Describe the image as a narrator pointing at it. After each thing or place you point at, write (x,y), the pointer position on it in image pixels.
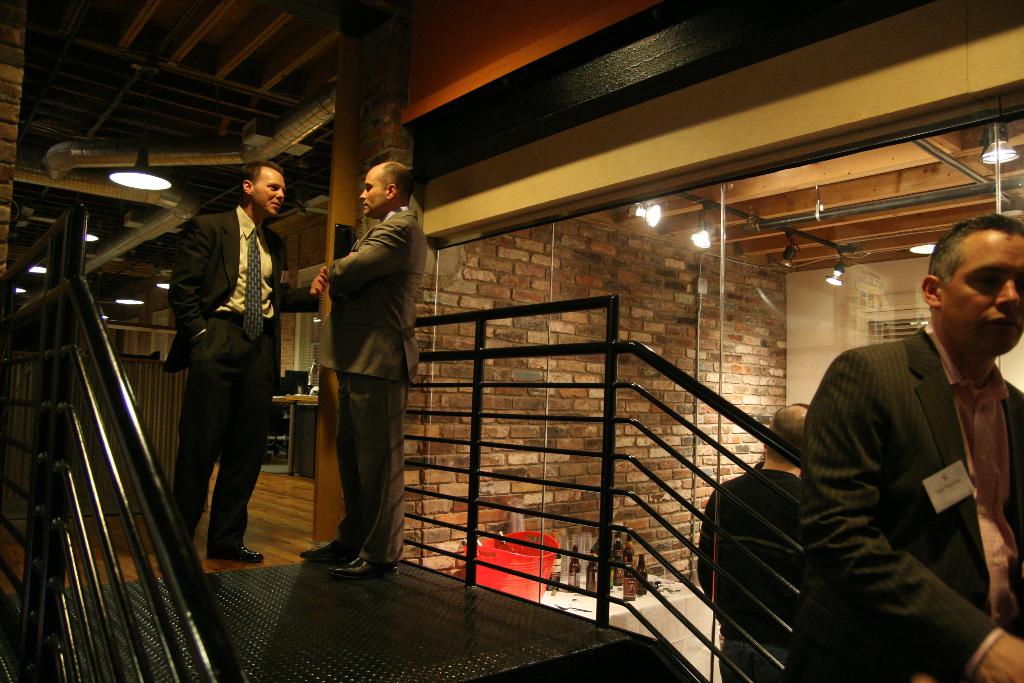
In this image, we can see persons (842,436) wearing clothes (847,405). There is a handrail (511,475), tub (488,578) and some bottles (587,571) at the bottom of the image (560,570). There are lights (793,263) hanging from the ceiling (952,176). There is a pipe (252,147) in the top left of the image (282,135).
